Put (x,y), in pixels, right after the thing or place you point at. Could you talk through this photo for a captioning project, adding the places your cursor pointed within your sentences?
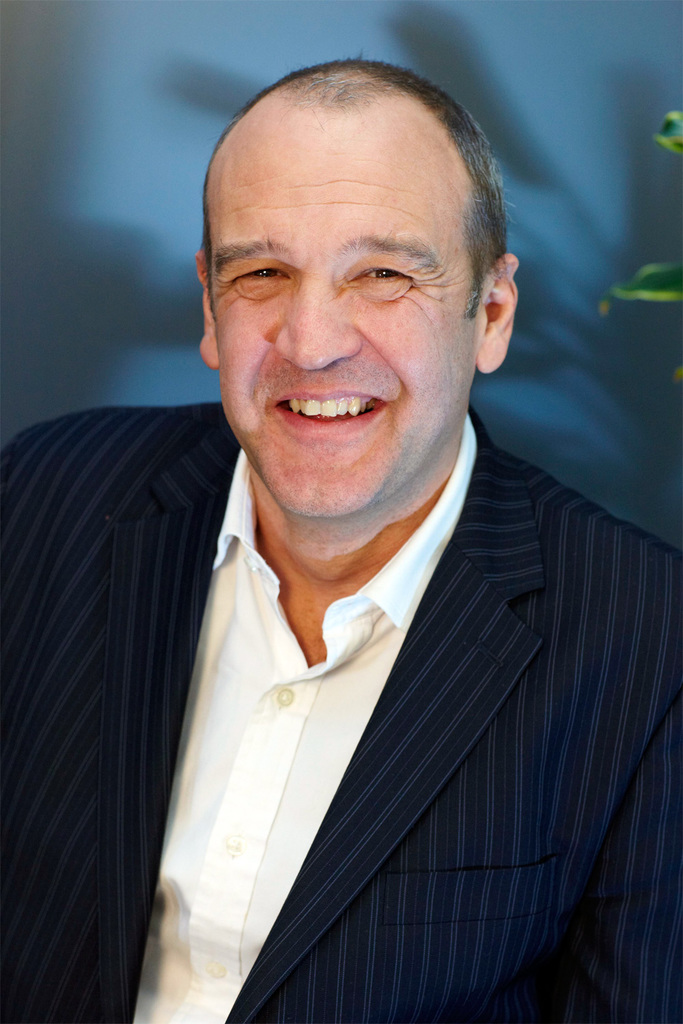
In this picture we can see a man (278,1004) in a black color suit (472,830). He wear a white color shirt (274,785). And he is smiling. And on the background (547,118) there is a wall (572,115).
